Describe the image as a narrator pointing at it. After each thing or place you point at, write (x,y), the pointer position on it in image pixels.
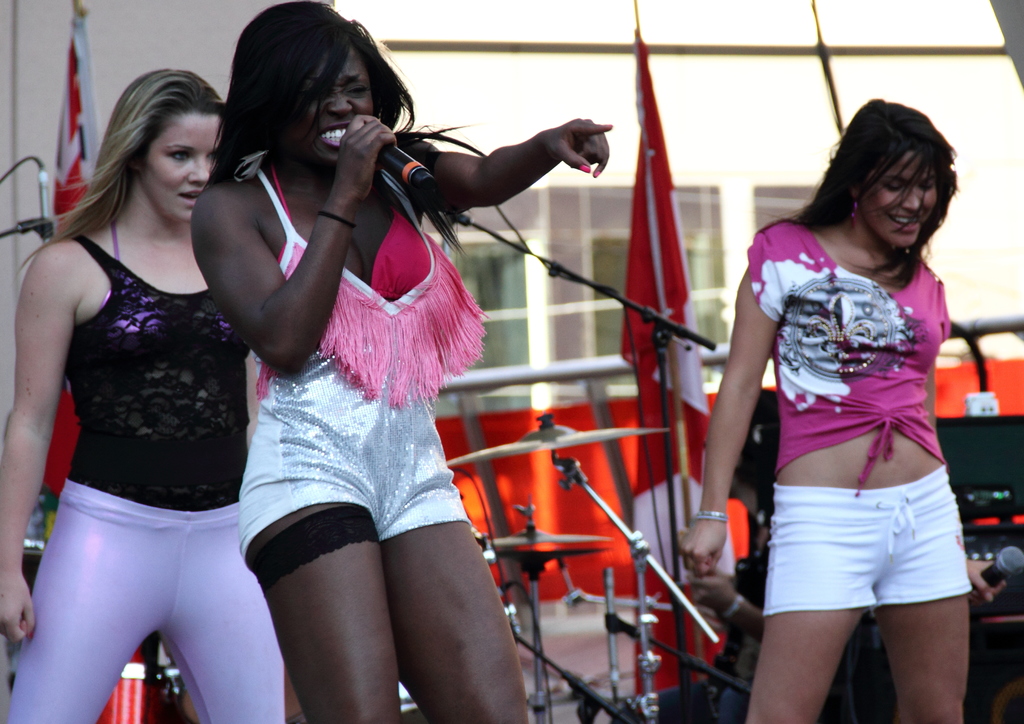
In this image there are women (878,570) and among them one woman (372,221) is holding a microphone (382,153). In the background (547,53) there is a building (695,207), flag (645,145) and musical instruments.
